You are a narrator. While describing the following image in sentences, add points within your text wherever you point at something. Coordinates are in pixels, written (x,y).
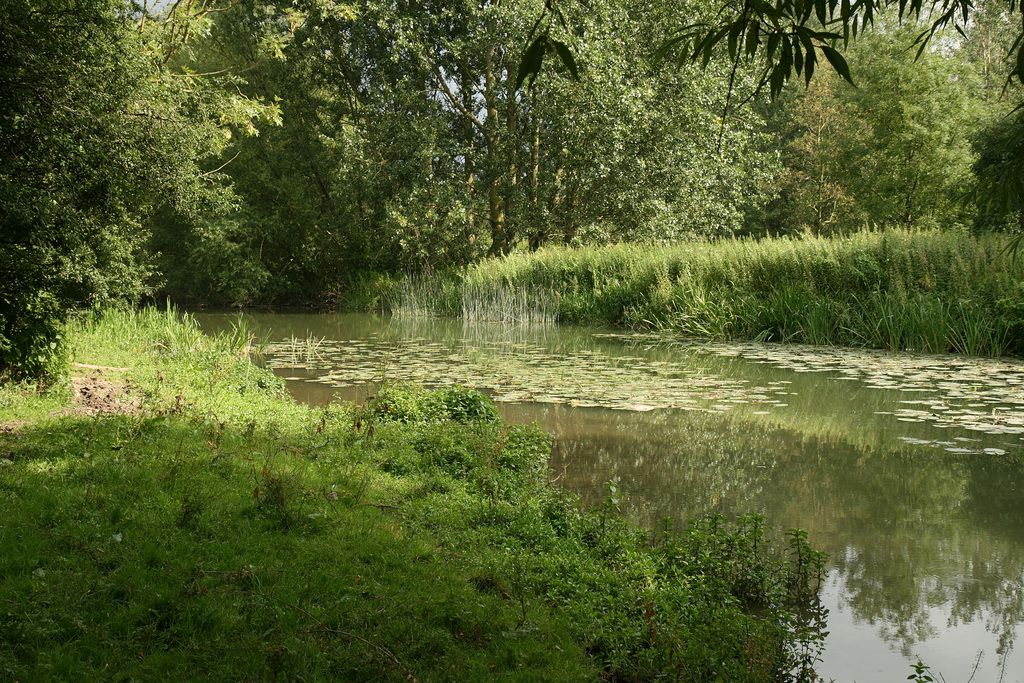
At the bottom of the picture (577,477), we see the grass (465,542), herbs (563,551) and water (741,414). This water (678,453) might be in the pond (711,402). There are trees (210,262) in the background (292,207).
